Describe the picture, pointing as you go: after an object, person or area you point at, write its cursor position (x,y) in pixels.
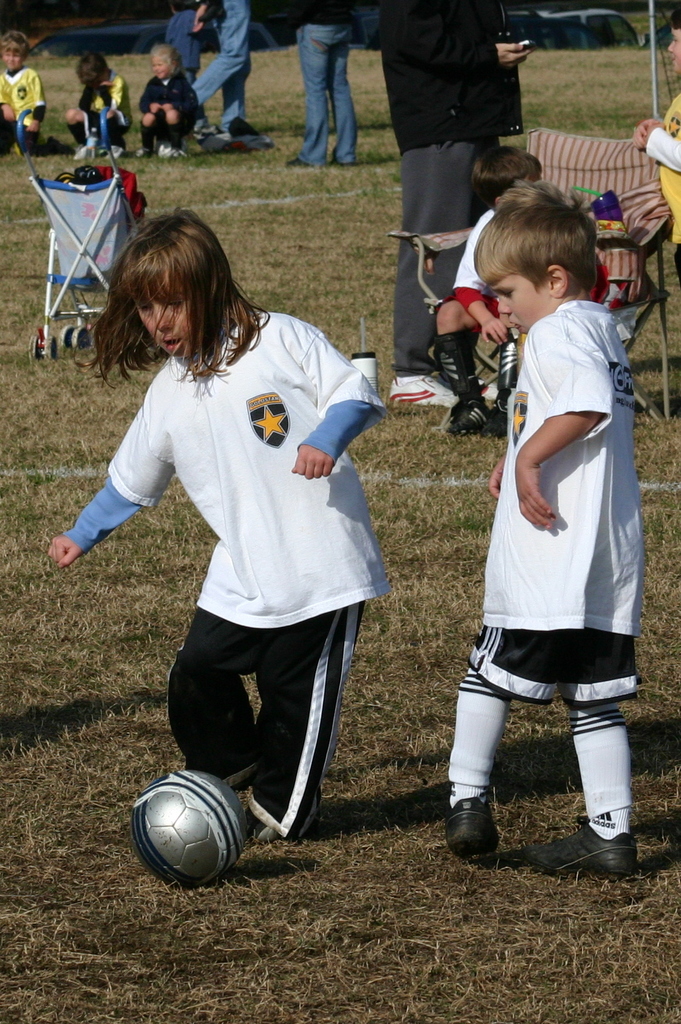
In this image, two children (305,560) are playing football. In the background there are many people (443,124). On the right (491,294) there is a boy (484,289) he is sitting on the chair (599,157).
